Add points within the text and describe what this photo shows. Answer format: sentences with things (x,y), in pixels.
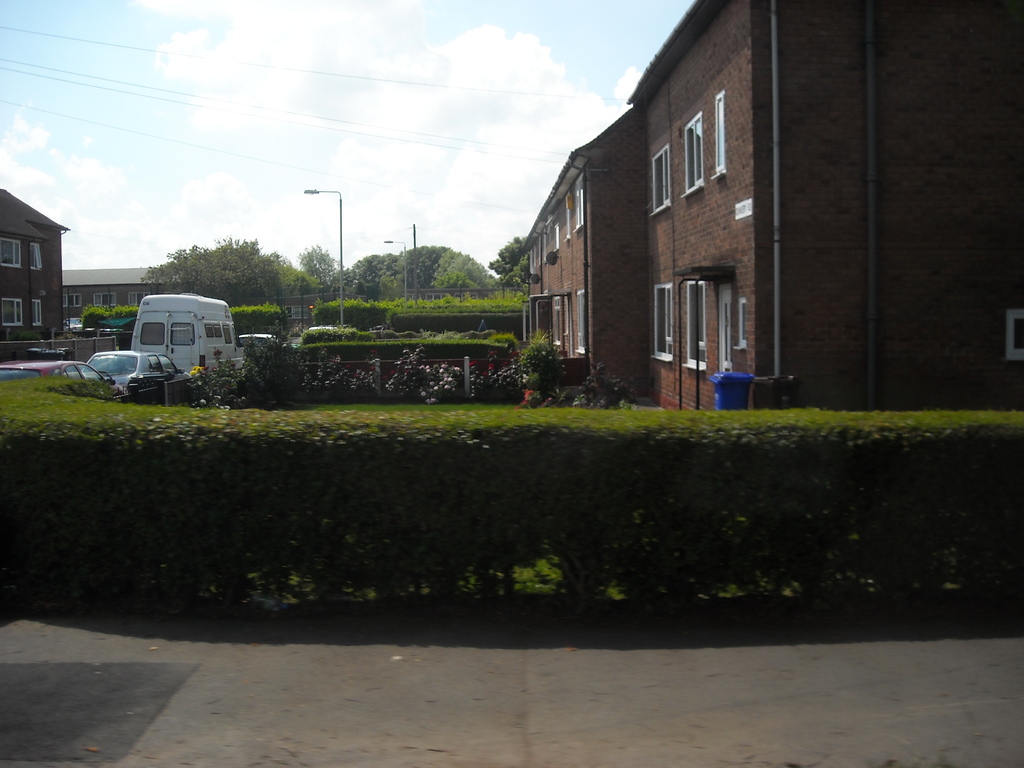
In this image in front (490,699) there is a road (505,705). There are bushes (658,509). In the center of the image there are vehicles (166,341). In the background of the image (526,238) there are buildings (34,289), trees (252,268), street lights (406,265) and sky (446,71).
